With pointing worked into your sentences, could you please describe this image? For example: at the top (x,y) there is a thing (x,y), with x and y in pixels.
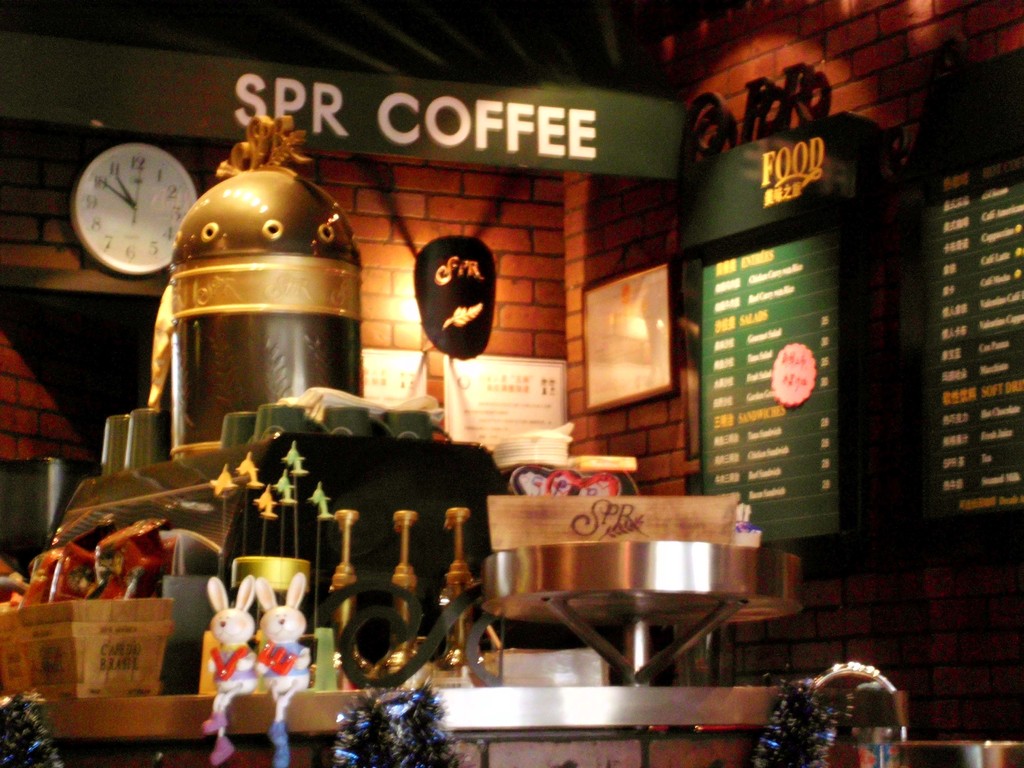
In this image there is a table (701,704), on that table (745,709) there are toys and few other objects (180,518), in the background (6,382) there is a wall (894,489), for that wall (889,340) there is a clock (89,199) and some posters (605,329) and there are boards (832,377), on that boards (503,117) there is some text (553,147).
